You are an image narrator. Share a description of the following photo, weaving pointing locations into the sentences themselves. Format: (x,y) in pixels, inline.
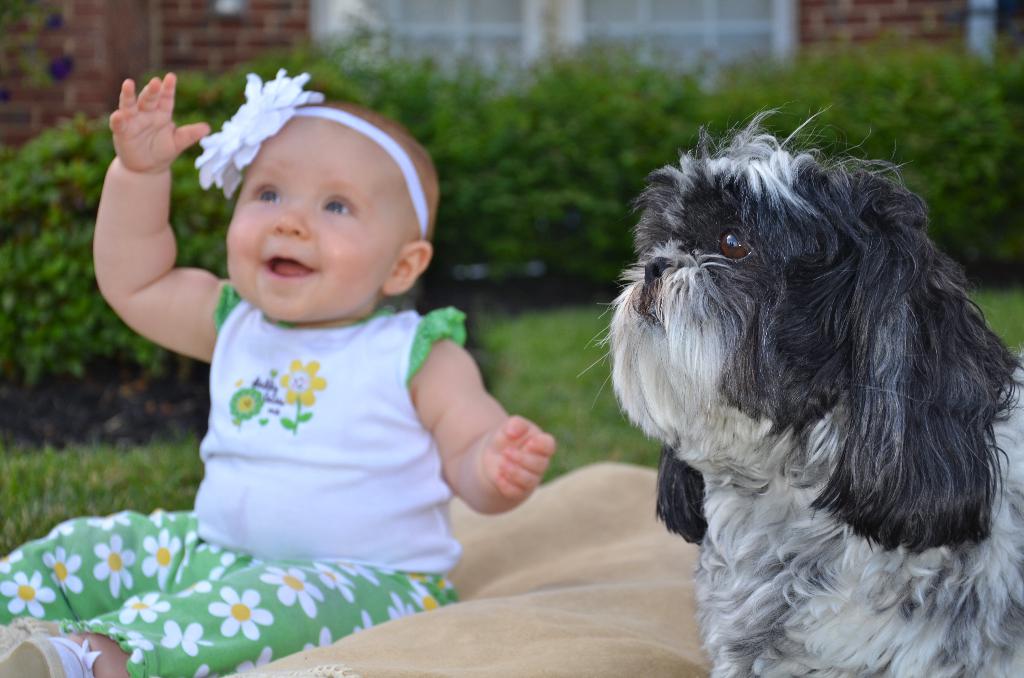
In the picture we can see a grass surface (40,526) on it we can see a small girl child (214,630) sitting and looking up and smiling and beside her we can see a cloth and a dog (1017,629) and in the background (73,191) we can see some bushes (870,97) and behind it we can see a house wall (271,33) with window (476,53) to it.
